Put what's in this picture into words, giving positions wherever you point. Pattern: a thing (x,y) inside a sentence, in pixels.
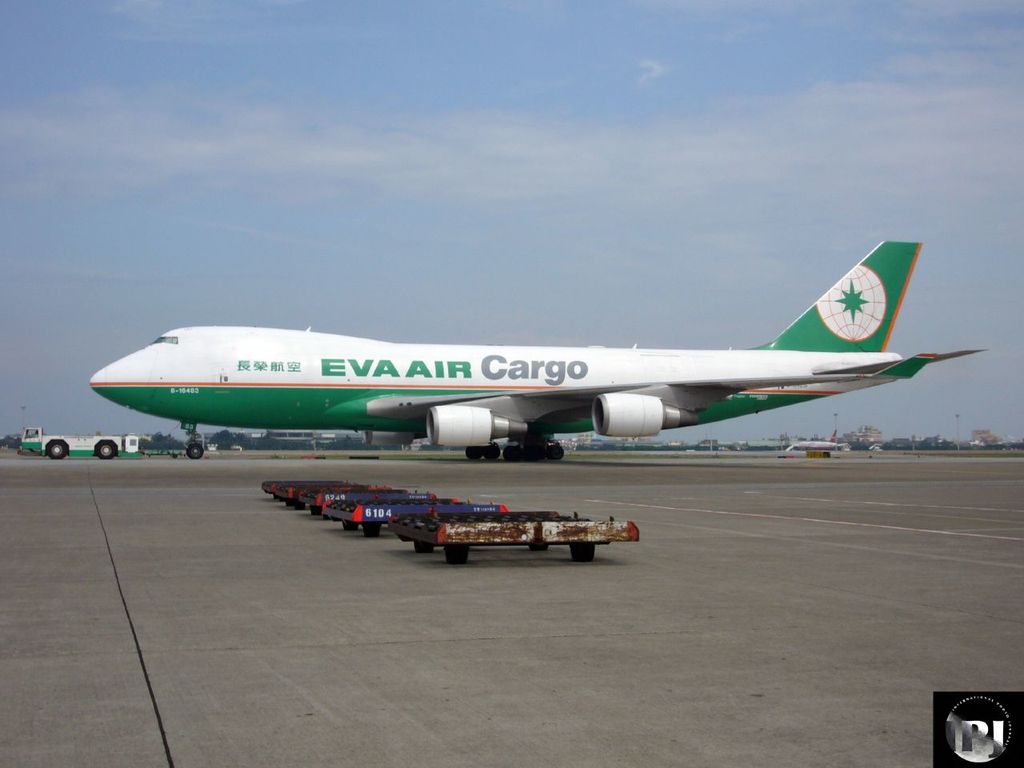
Here in this picture, in the middle (396,376) we can see an airplane (315,379) present over a place (362,463) and beside that we can see a truck (108,448) present and in the front (475,518) we can see number of trolleys (361,498) present and in the far we can see buildings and greenery (892,445) in blurry manner and we can see clouds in the sky (493,215).
